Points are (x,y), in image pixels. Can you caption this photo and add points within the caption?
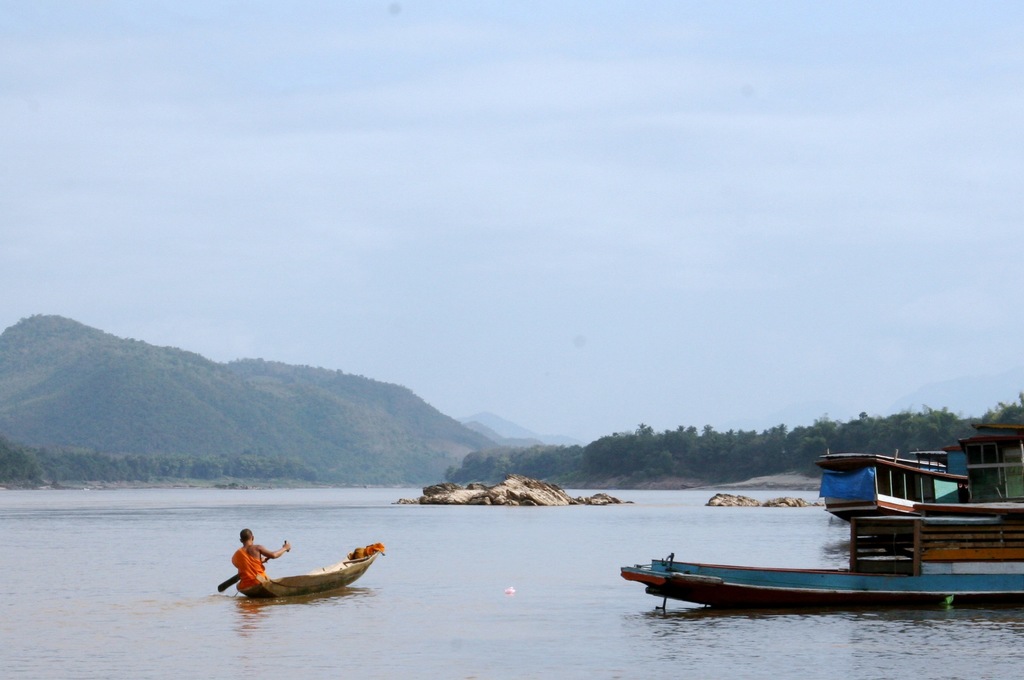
In the image there are few boats (870,512) in the lake (379,574) and a monk (251,567) rowing small boat (250,590), in the back (569,452) there are hills (138,414) covered with trees (647,443) and above its sky (272,169).
